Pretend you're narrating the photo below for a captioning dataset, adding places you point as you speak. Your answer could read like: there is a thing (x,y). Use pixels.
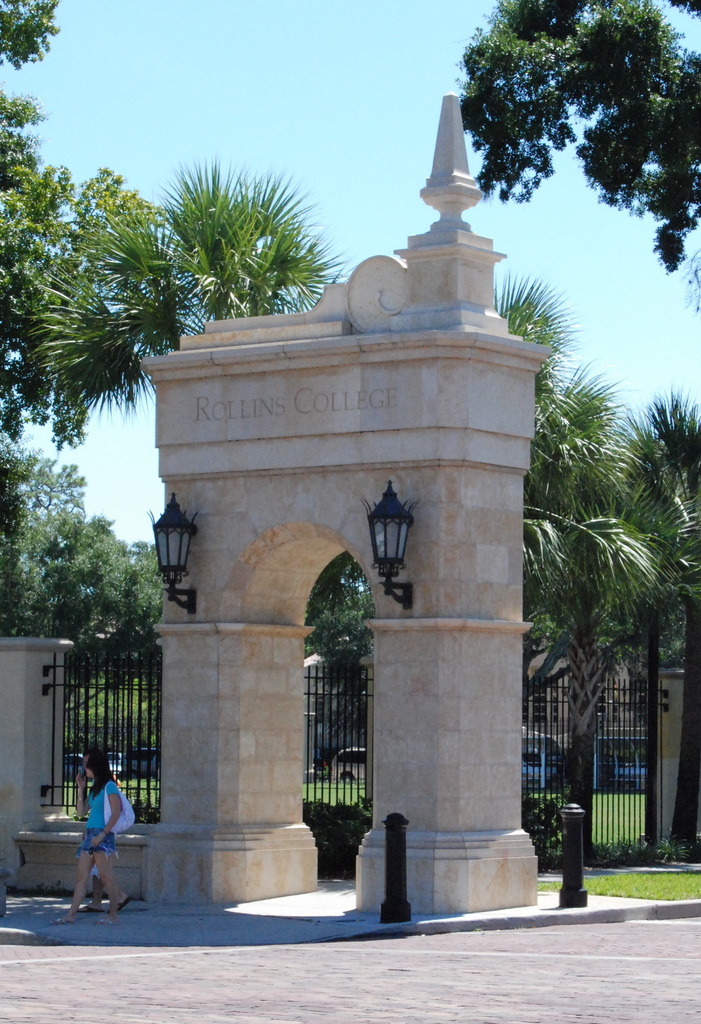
In the center of the image (266,424), we can see an arch (304,493) and in the background (148,202), there are trees (605,621), grilles (106,707), poles (402,827) and we can see a lady (92,836) wearing a bag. At the top (283,117), there is sky (290,98) and at the bottom (269,968), there is a road (363,973).
